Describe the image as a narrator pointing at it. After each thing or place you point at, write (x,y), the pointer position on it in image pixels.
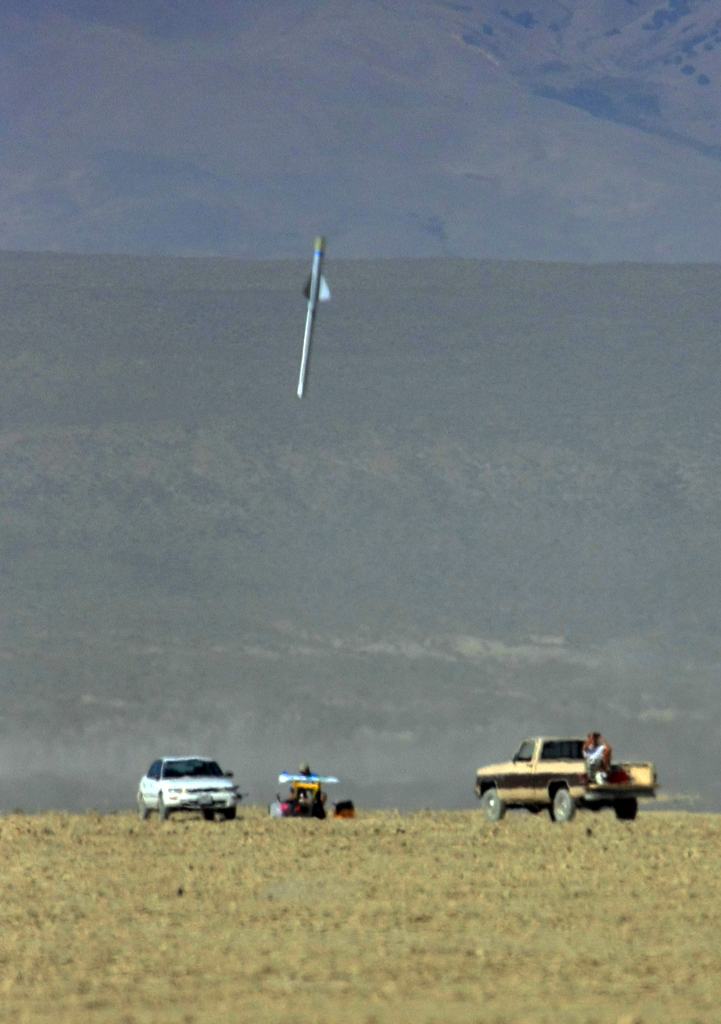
In the center of the image (303,357) there is a missile (306,288) in the air (289,376). At the bottom of the image (555,771) we can see vehicles (189,802) on the ground (320,924). In the background (574,523) there are hills (314,198).
